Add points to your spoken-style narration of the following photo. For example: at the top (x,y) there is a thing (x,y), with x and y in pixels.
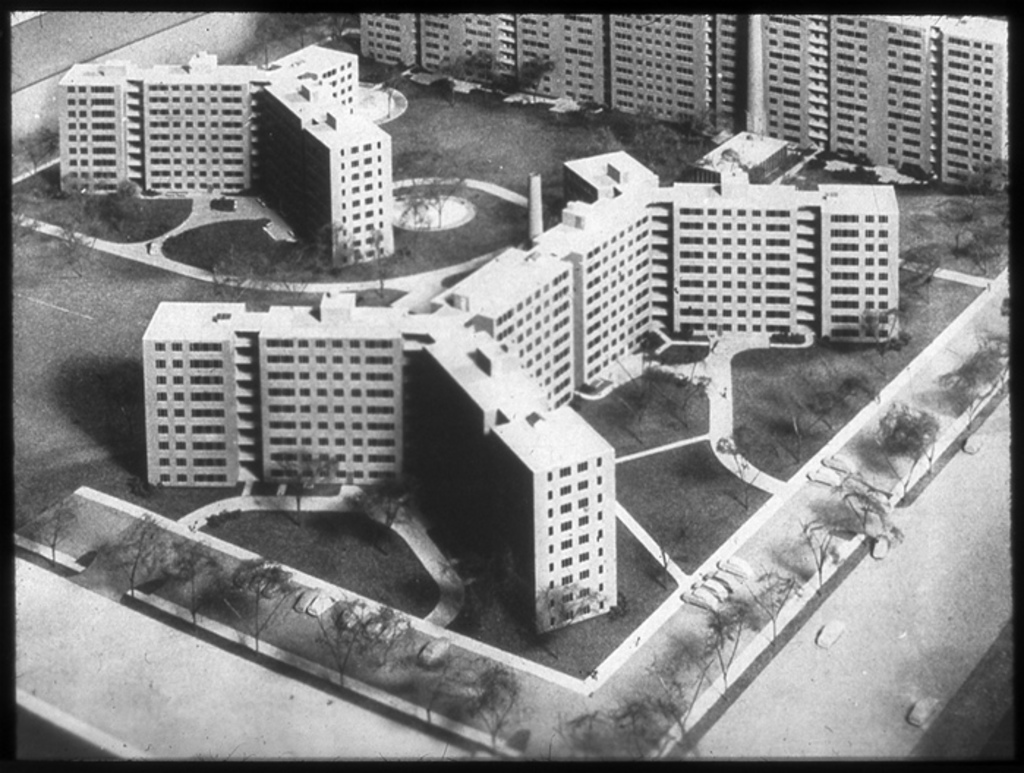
This is a black and white pic. We can see buildings (291,219), grass (70,342) on the ground (70,342), trees (231,290), vehicles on the road (56,31) and objects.
